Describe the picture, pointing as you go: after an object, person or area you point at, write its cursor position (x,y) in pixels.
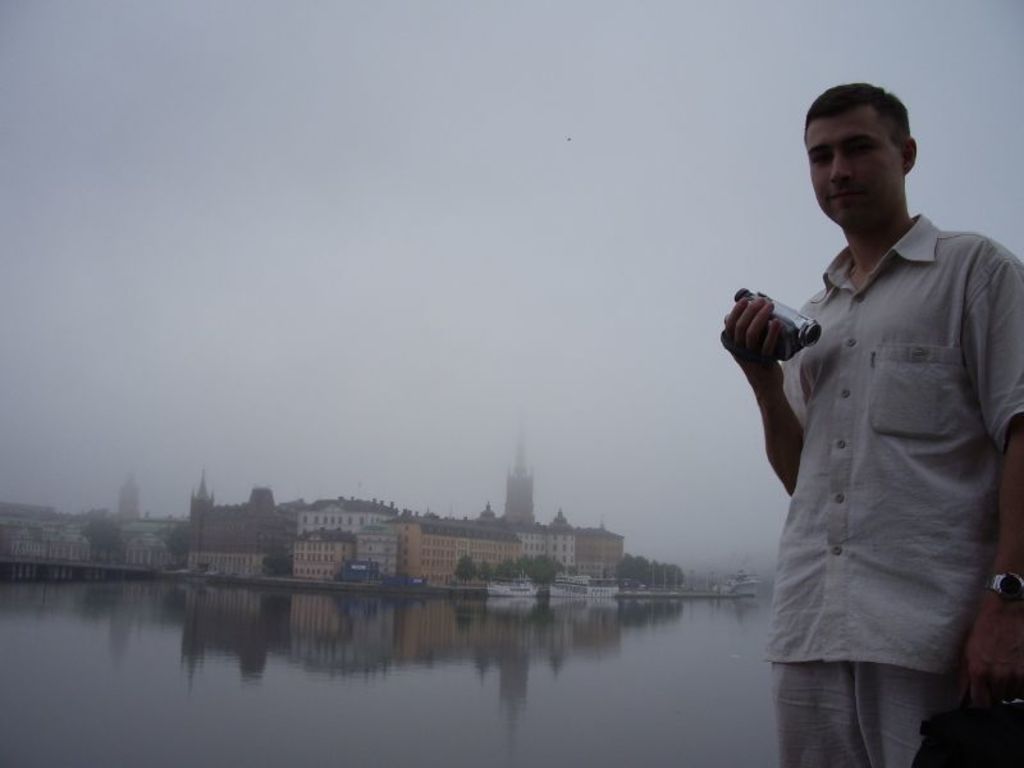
On the right side of the image (862,469) there is a person (891,520) standing and holding a camera (811,334) in one hand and on the other hand (987,658) he is holding a bag (950,712), behind him there is a river (464,615) and there is a ship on the river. At the center of the image (522,480) there are buildings (407,568). In the background (778,526) there is a sky (501,206).
